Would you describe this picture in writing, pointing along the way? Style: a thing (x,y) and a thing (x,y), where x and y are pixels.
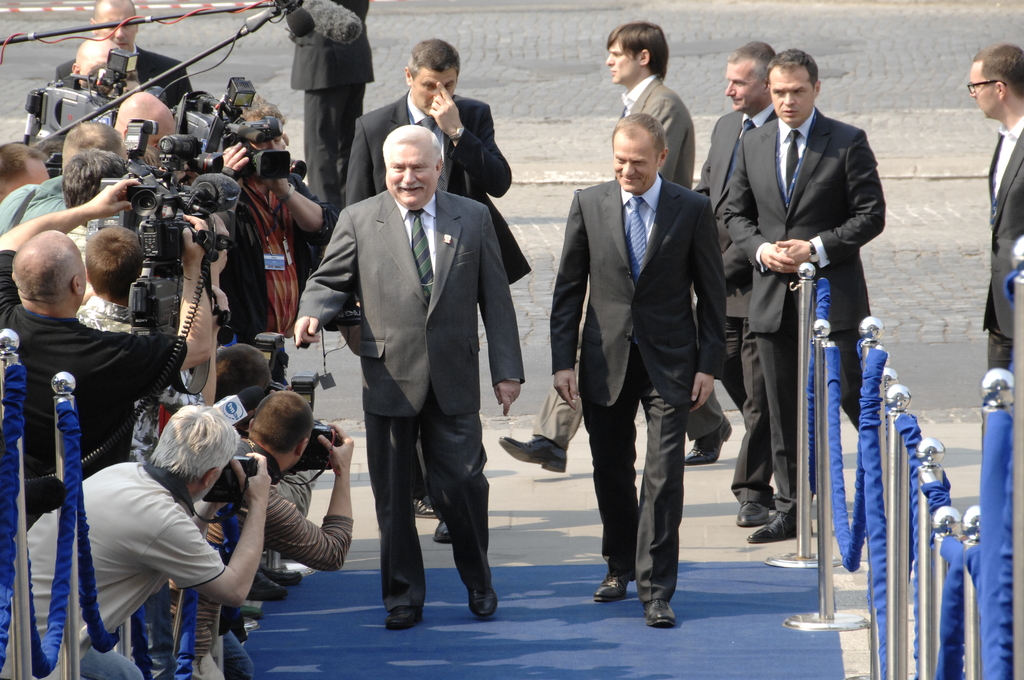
This picture shows few people (453,407) walking and they wore coats (365,266) with ties (413,229) on their neck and we see few people (258,273) standing and holding camera (200,105) in their hands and taking pictures and we see a rope fence (1002,658).
